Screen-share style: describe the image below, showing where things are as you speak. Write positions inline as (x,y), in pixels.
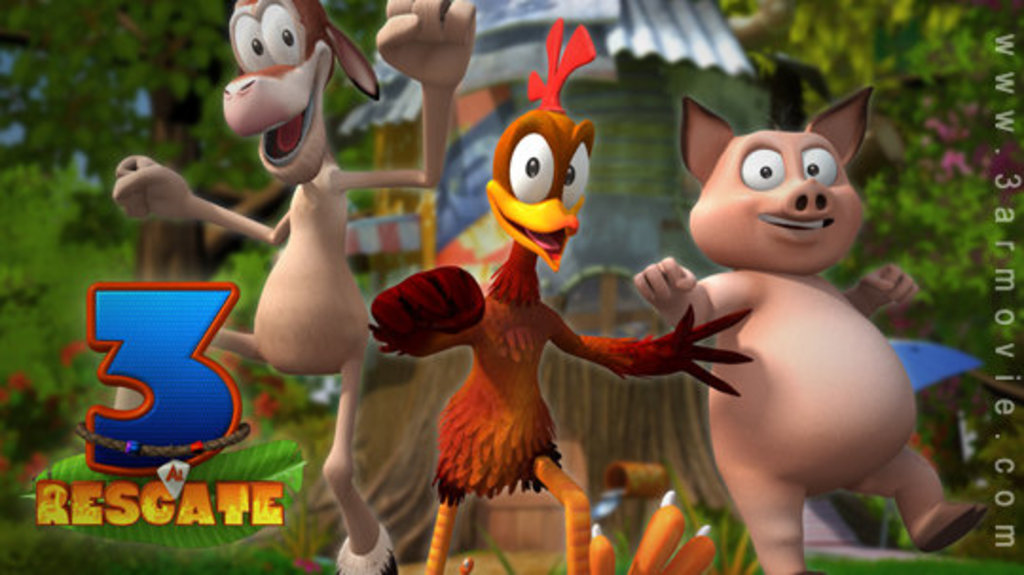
In this picture I see the depiction image and I see 3 cartoon characters (561,203) and I see something is written on the left side (137,441) and right side of this image (1009,271). In the background (19,307) I see the trees (1016,238) and a house (435,224).
